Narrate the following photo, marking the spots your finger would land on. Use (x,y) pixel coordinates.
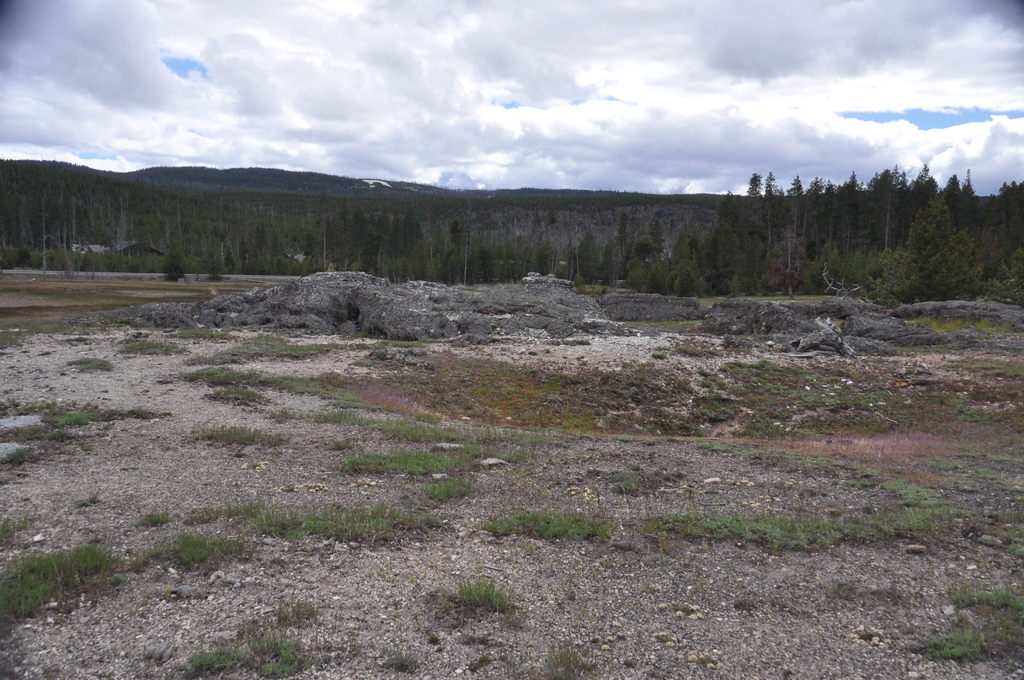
In this image we can see the ground (398,591), grass (463,492), rocks (476,288), trees (334,241), hills (176,190) and the cloudy sky (738,72) in the background (355,71).
